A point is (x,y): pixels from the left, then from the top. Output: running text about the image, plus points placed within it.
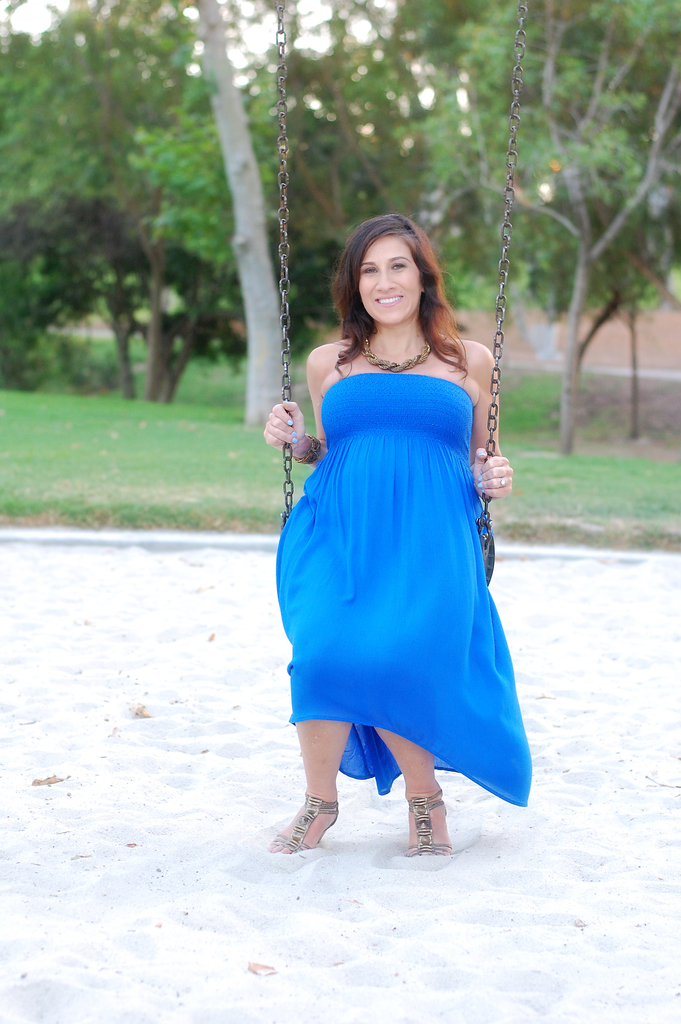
In this image we can see a women (449,582) wearing blue dress (398,485) is sitting on a seat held with chains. In the background (89,268) we can see group of trees (114,183).
